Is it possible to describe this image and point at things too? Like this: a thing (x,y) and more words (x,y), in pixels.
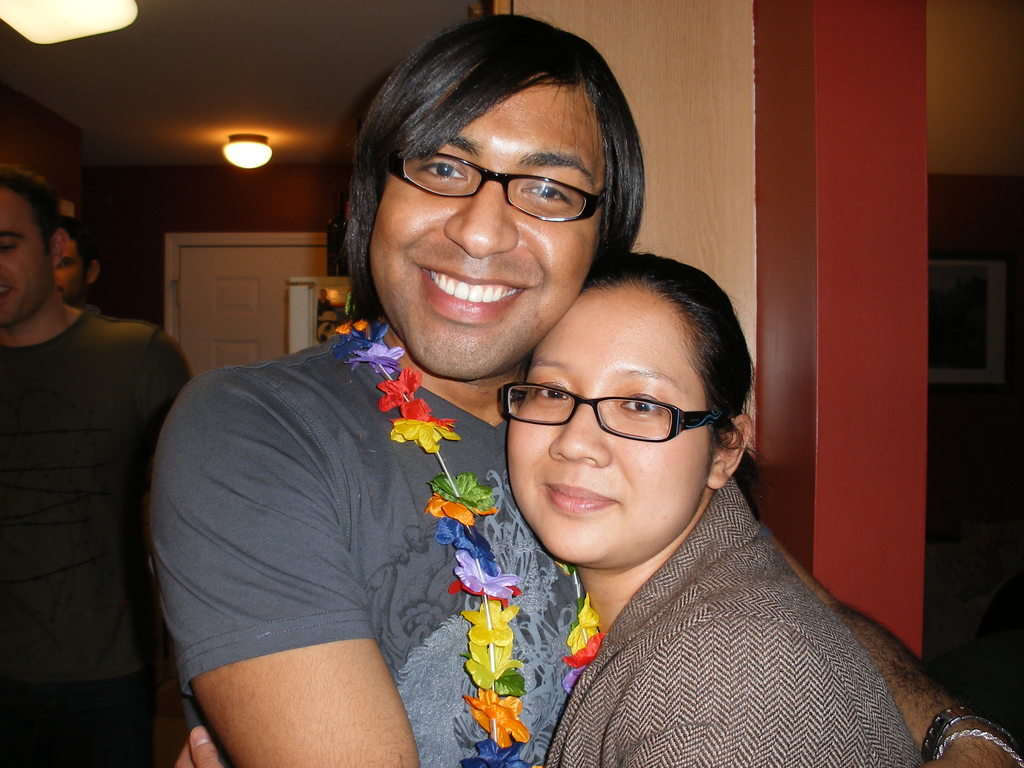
This is the picture of a place where we have a lady (725,616) and a guy (333,532) holding each other and behind there are some other people (17,503) and a light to the roof (351,83).
